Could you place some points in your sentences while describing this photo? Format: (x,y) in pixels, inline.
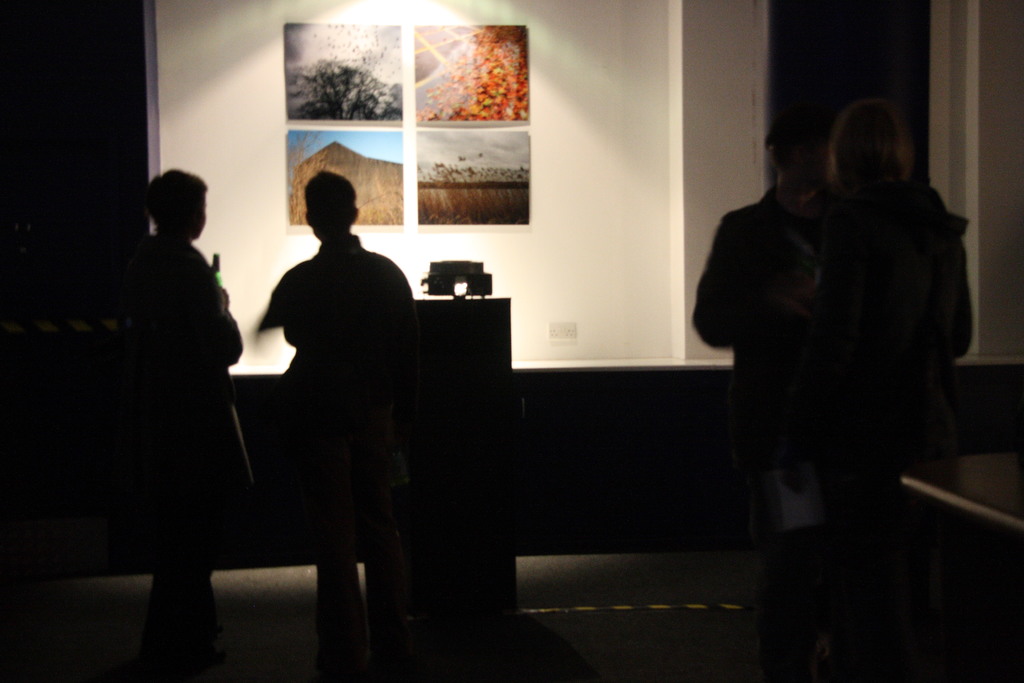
This picture is clicked inside the room (613,450). Here, we see four people (760,368) are standing. In the middle of the picture (487,403), we see a table (481,416) on which something is placed. In the background (386,225), we see a white wall (597,226) on which posters (502,82) or photo frames (375,139) are placed. At the top of the picture (369,14), we see the light (441,10). This picture is clicked in the dark.
